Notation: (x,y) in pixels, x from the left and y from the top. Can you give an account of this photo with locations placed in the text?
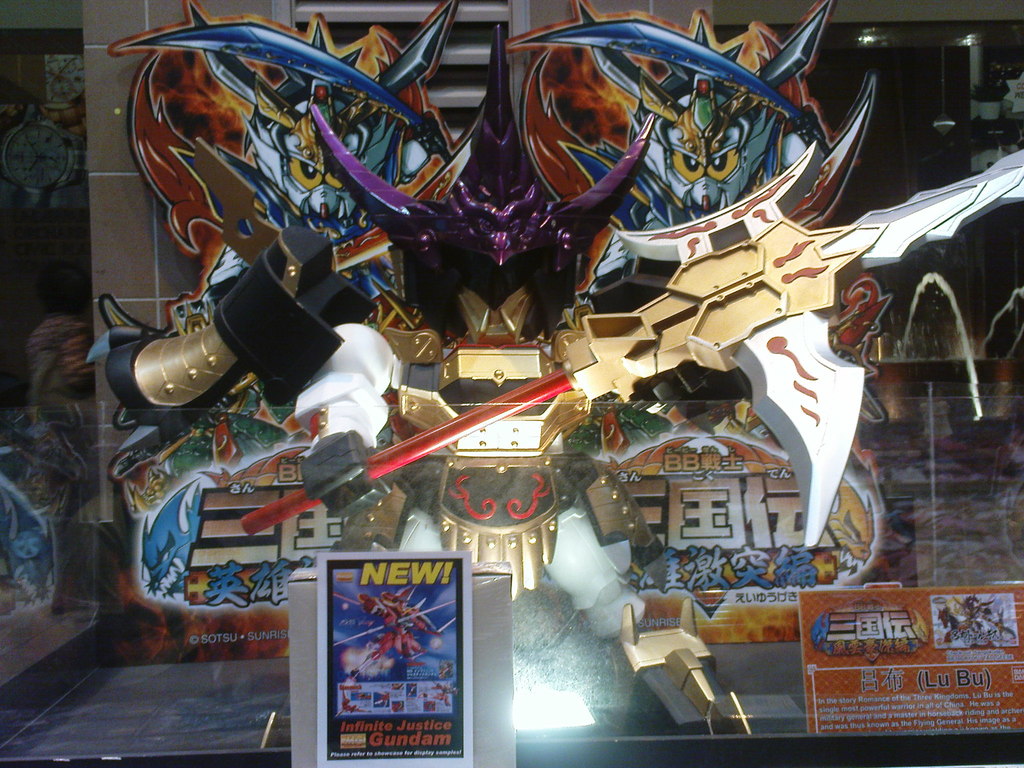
At the bottom of the image (68,525) there is a glass wall (22,437) with posters (318,647). Behind the glass wall (99,434) there is a model of animated character (483,347) holding an object (736,363). Behind that there is a pillar (110,101) and also there is a glass wall (983,97).
